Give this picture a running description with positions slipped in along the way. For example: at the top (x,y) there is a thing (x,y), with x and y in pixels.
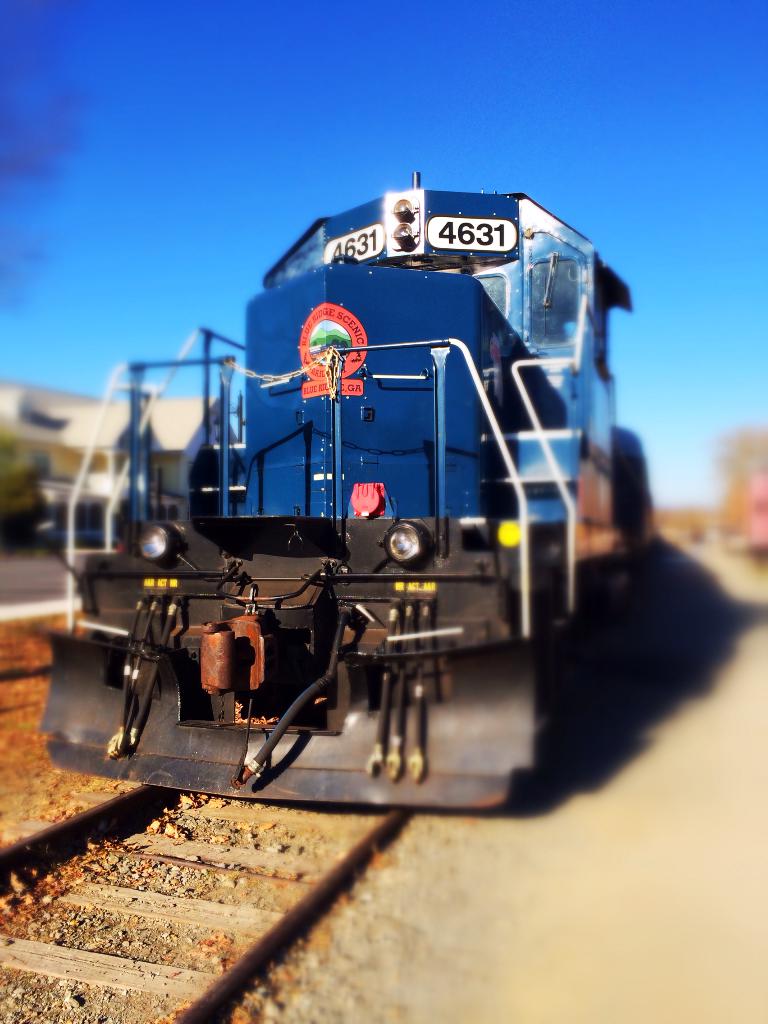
In this image I can see a train (402,655) on the railway track (186,931). On the left side (61,432) there is a building (62,428) and a tree (33,469). At the top of the image (362,63) I can see the sky (195,96).
